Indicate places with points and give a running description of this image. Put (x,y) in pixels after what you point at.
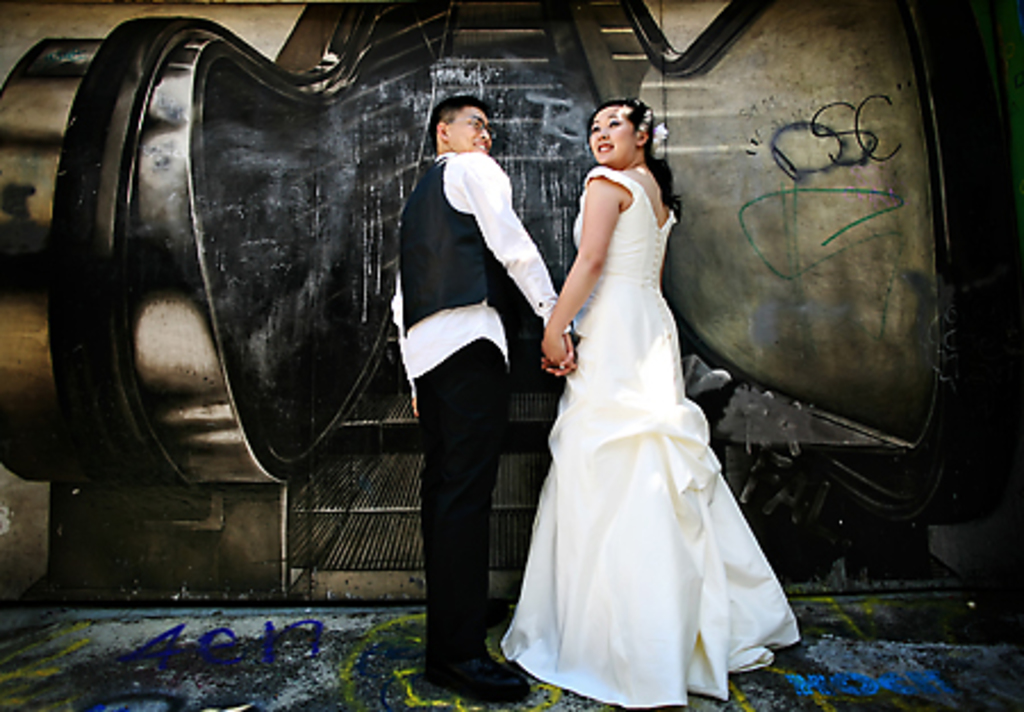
In this image we can see a man (437,359) and a lady (626,382) standing. In the background (521,68) there is an escalator (508,39).
